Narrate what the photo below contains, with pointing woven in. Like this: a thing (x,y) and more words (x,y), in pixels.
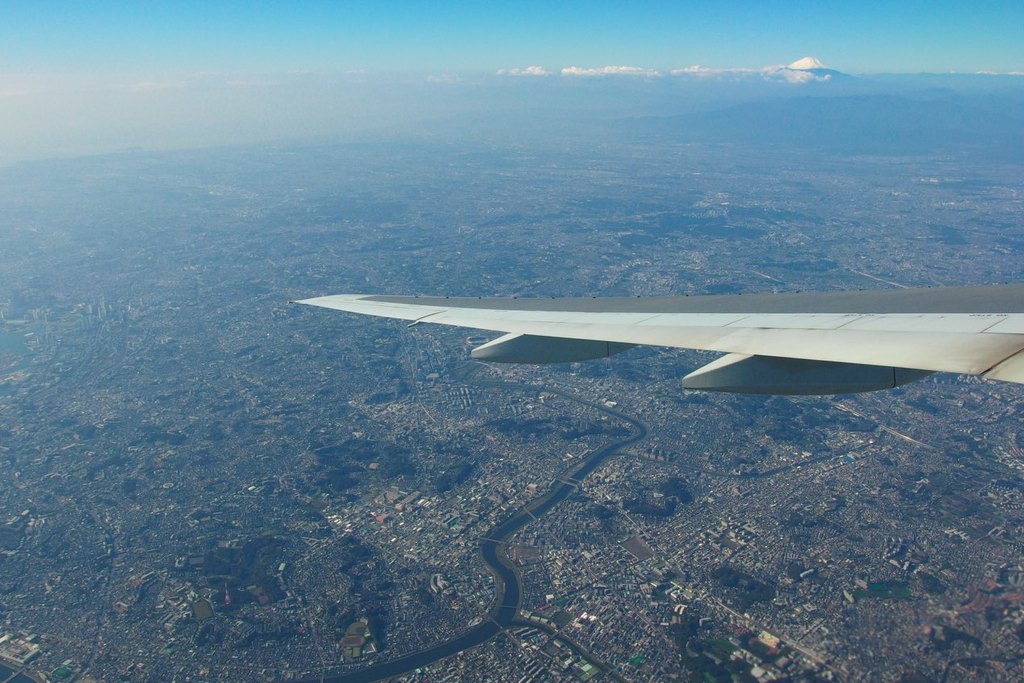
To the right side of the image (941,331) there is a flight wing (993,326). And this image is a view from the window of the flight (915,316). And in the background (640,530) there is a land (266,242). And to the top of the image (443,27) there is a sky (652,28).
